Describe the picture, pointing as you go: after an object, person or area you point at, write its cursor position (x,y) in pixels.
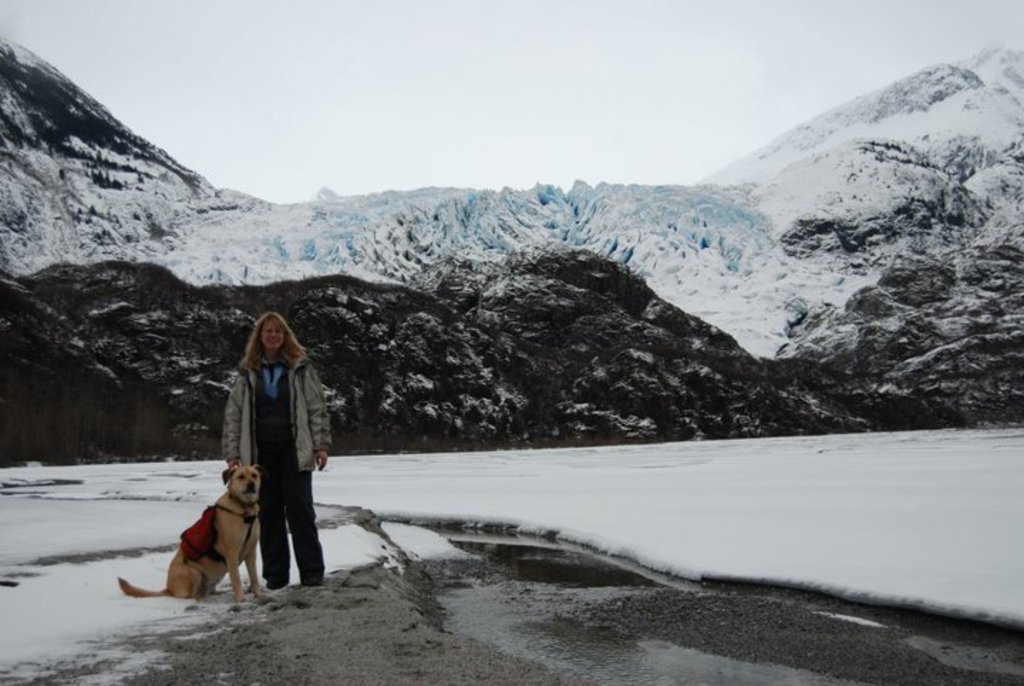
In the image we can see there is a woman (311,439) standing and beside her there is a dog (223,525) sitting on the ground (194,604). The ground (564,539) is covered with snow (662,513), behind there are mountains (128,215) which are covered with snow (841,195). There is a cloudy sky (495,49) on the top (495,49).
